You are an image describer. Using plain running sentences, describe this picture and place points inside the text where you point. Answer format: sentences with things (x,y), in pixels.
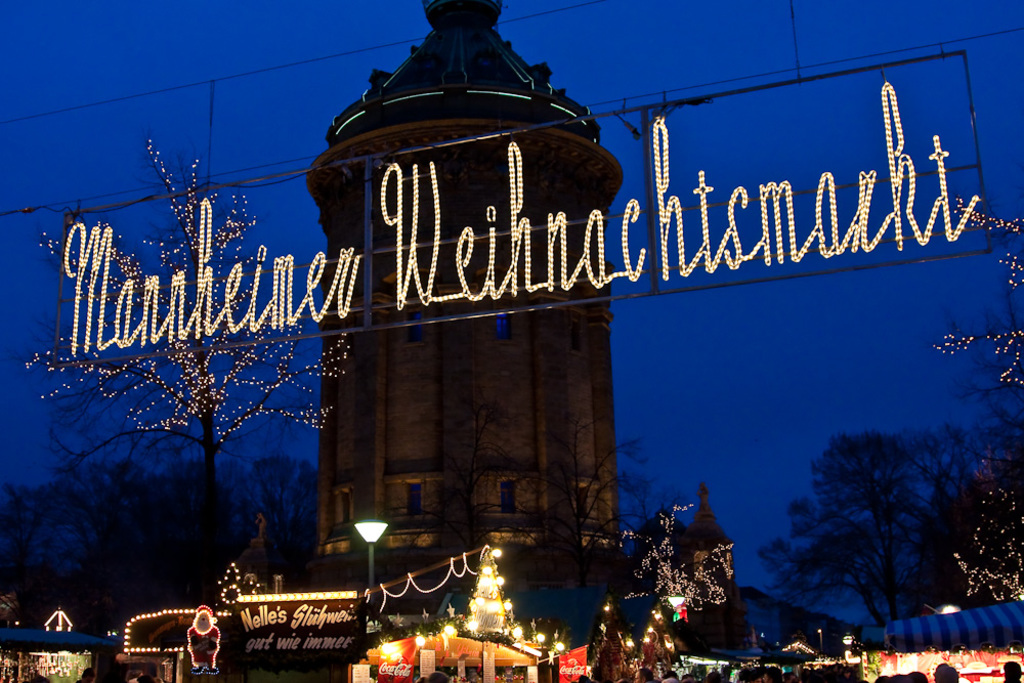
In this picture there is a water tower (396,344) in the middle of the image (544,429). In the front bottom side there are some shop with decorative lights (196,634). Behind there is a dry tree (186,365) full of decorative lights (221,397) and a naming board (492,279).
